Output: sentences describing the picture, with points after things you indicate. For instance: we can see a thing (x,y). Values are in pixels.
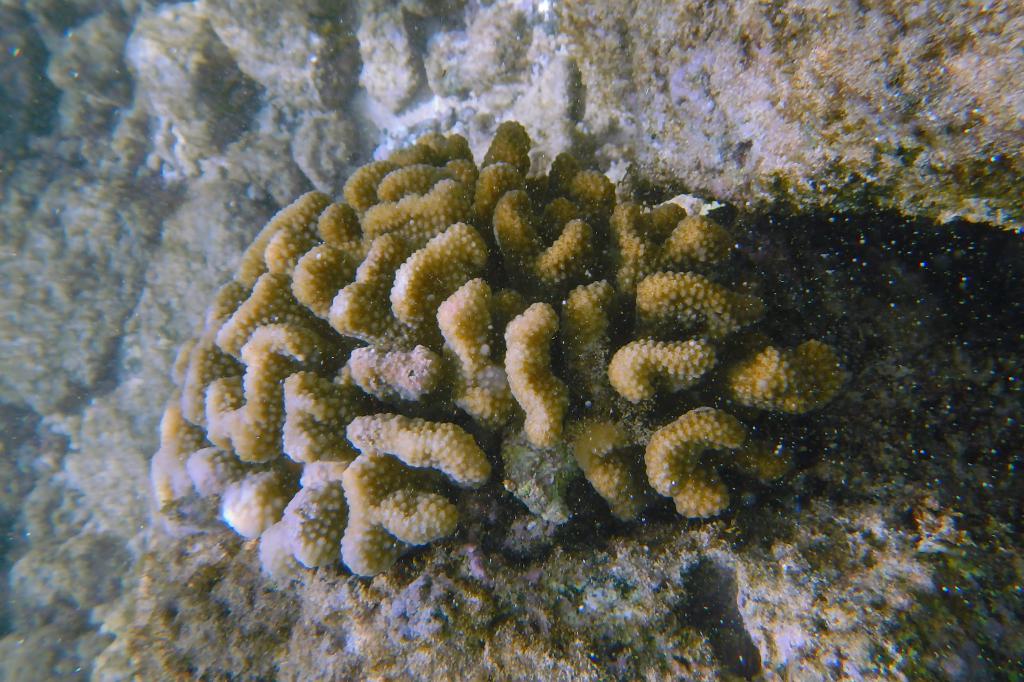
In this image there is underwater plants (466,167).
